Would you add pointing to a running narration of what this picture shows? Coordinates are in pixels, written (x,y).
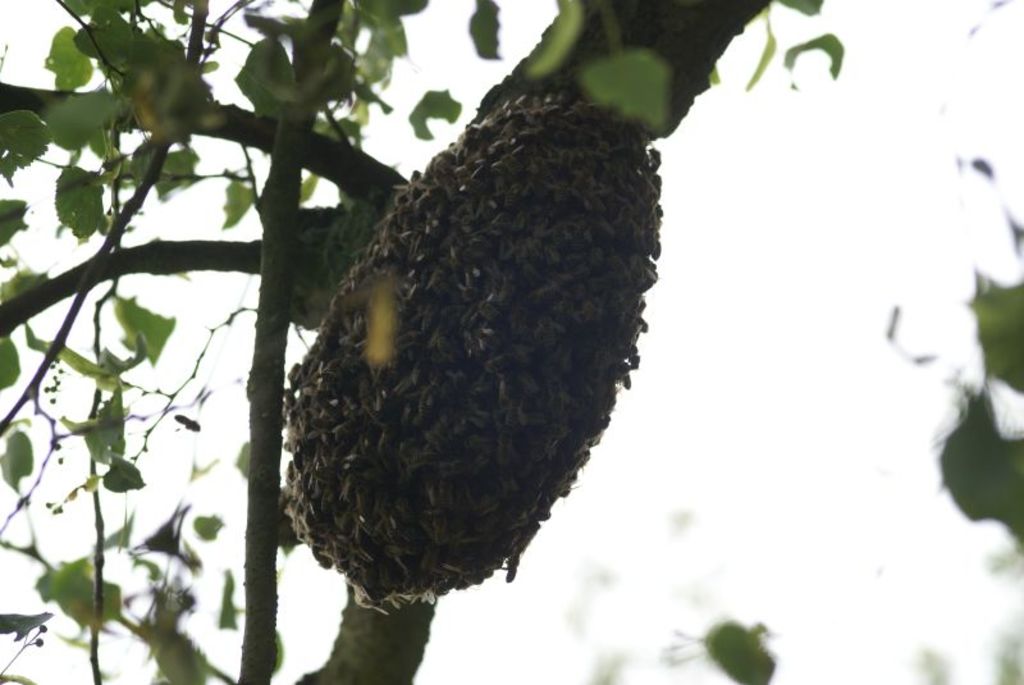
In this image there are honey bees (508,372). There is a tree (101,145). There are leaves (88,227). There is a sky (560,509).
